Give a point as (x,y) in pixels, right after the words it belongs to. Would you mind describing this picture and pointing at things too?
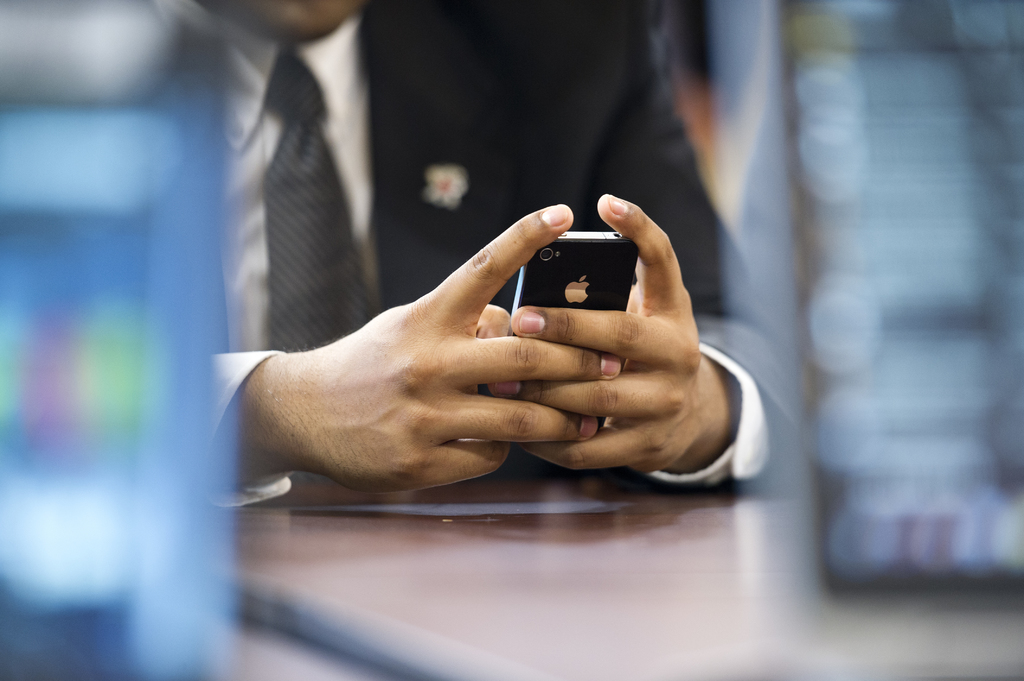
In this image there is one person (359,241) who is sitting and he is holding a phone (587,282) and he is wearing black suit (465,110) and white shirt (332,106) and tie (306,174) in front of him there is one table (463,557).
